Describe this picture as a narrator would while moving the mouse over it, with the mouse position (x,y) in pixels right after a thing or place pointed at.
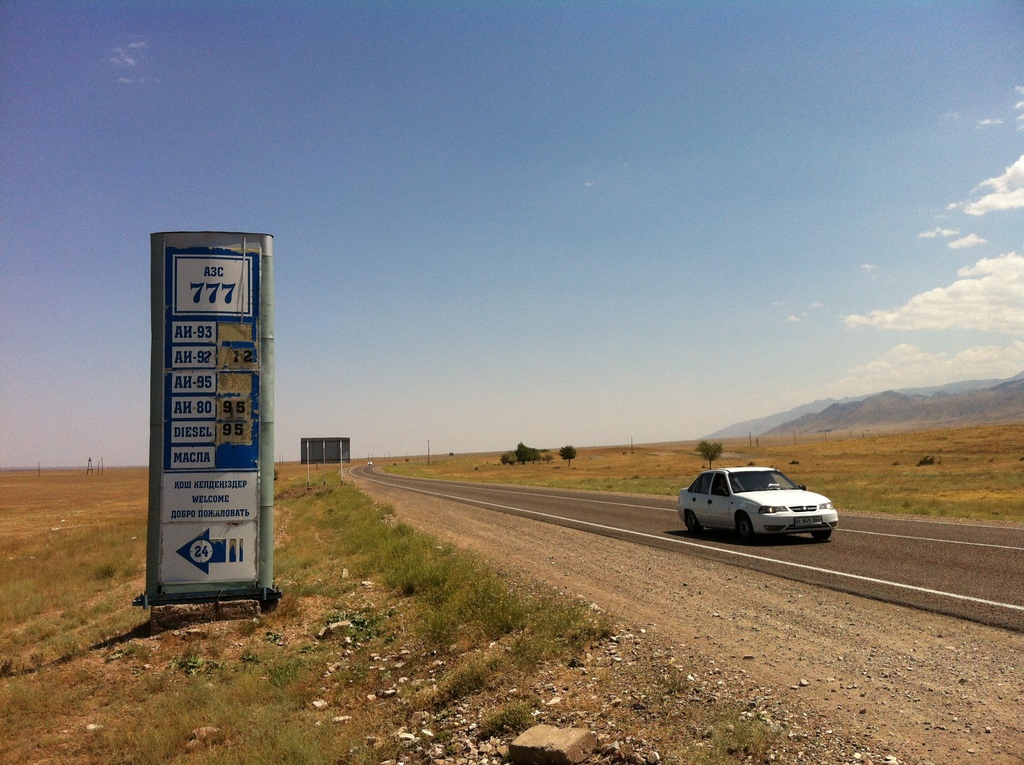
In this image I can see the ground (529,524), some grass (426,617) on the ground (245,650), a board (205,499) which is white and blue in color, few stones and the road (568,520). I can see a white colored car (766,493) on the road (536,493) and another board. In the background (715,457) I can see few trees (540,452), few mountains (816,409), few poles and the sky (325,359).
